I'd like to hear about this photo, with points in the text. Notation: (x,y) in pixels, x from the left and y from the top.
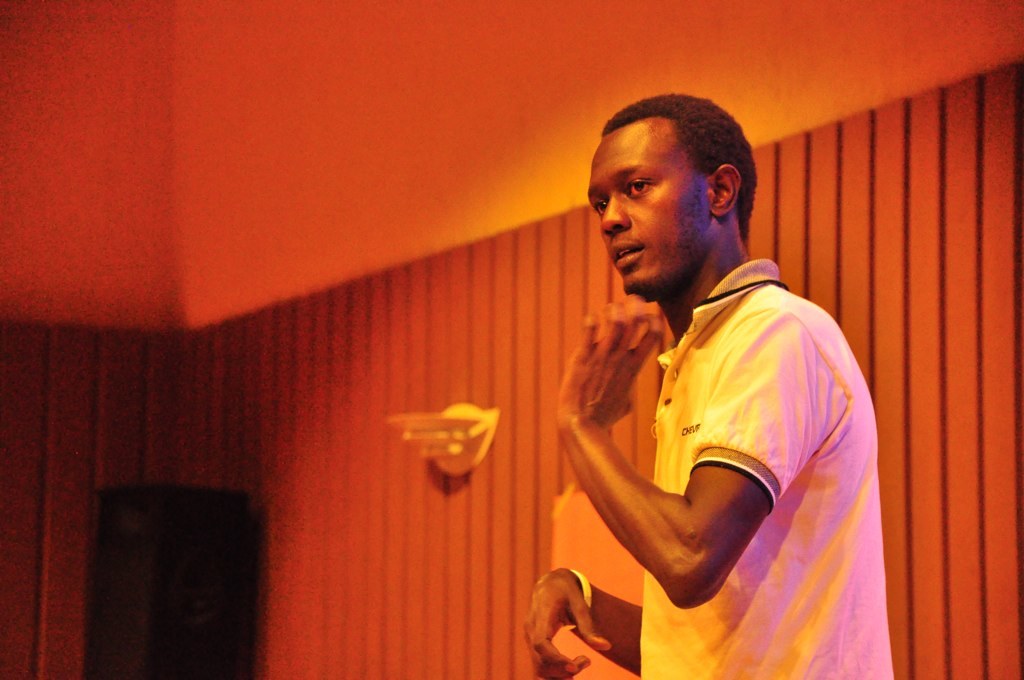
In this picture I can see a person (644,264) standing on the surface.
